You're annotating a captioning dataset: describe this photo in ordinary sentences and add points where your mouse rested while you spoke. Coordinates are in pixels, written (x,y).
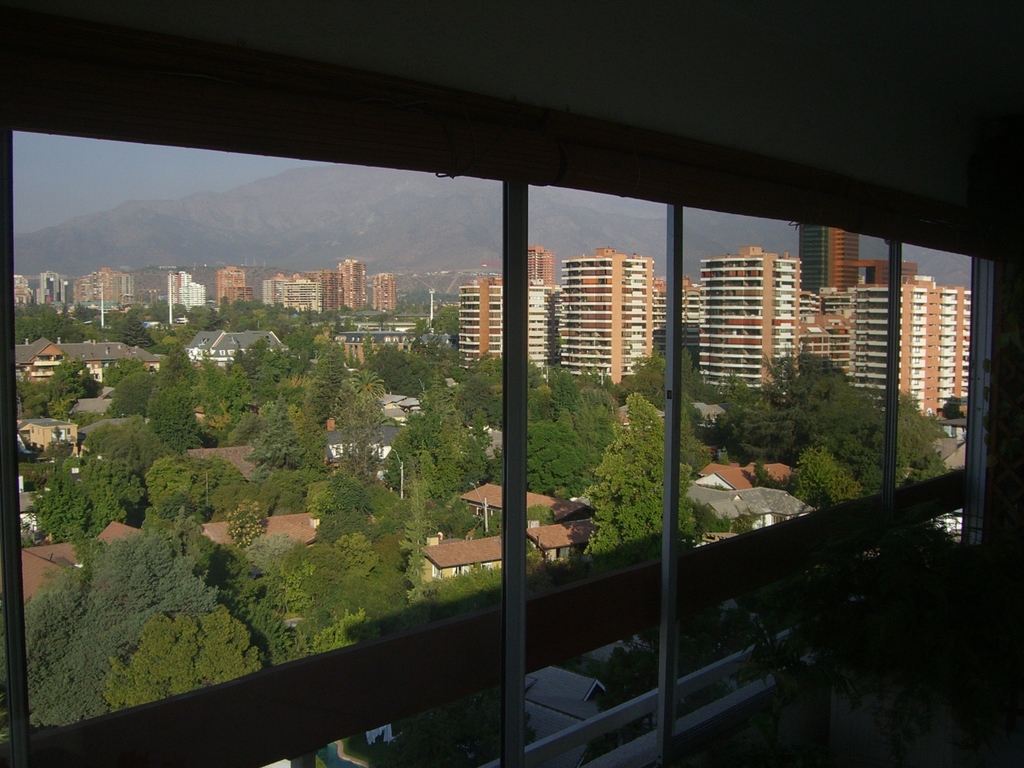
In this image we can see a few buildings (57,565), trees (367,430), poles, mountains (49,229), there is a window (971,307), a wall (978,179), also we can see the sky (131,177).
